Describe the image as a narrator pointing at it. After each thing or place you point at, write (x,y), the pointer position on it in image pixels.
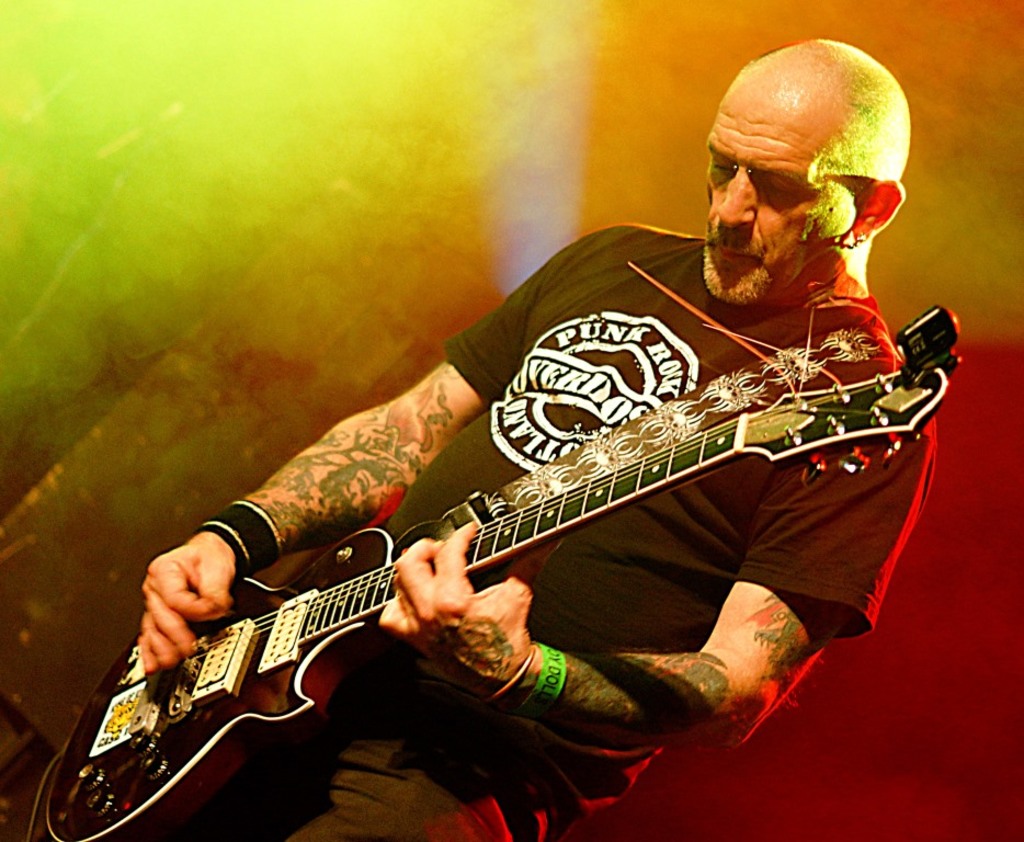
In this picture there is a person (656,404) wearing black dress (622,517) is standing and playing guitar (275,682).
